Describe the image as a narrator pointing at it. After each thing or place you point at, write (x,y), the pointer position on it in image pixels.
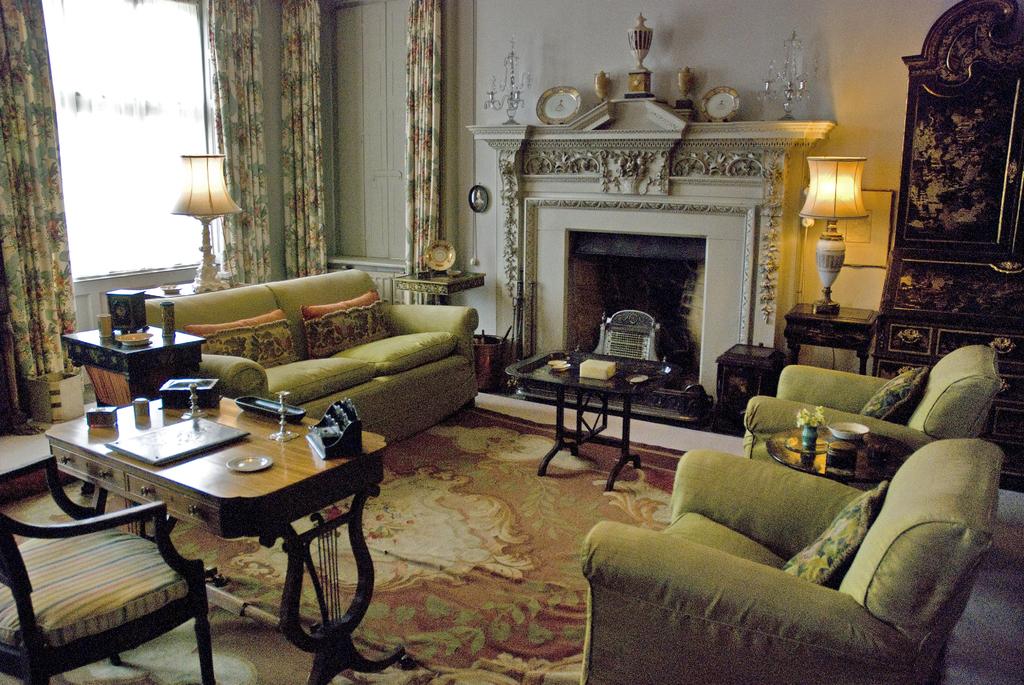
This is inside of the room (396,396) we can see sofa (337,373), chairs (23,660), tables (131,478) on the floor (341,529), on the table (107,453) we can see lamps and objects (330,418) and we can see wall (542,31), curtain (32,61), glass window (163,82), clocks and furniture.
